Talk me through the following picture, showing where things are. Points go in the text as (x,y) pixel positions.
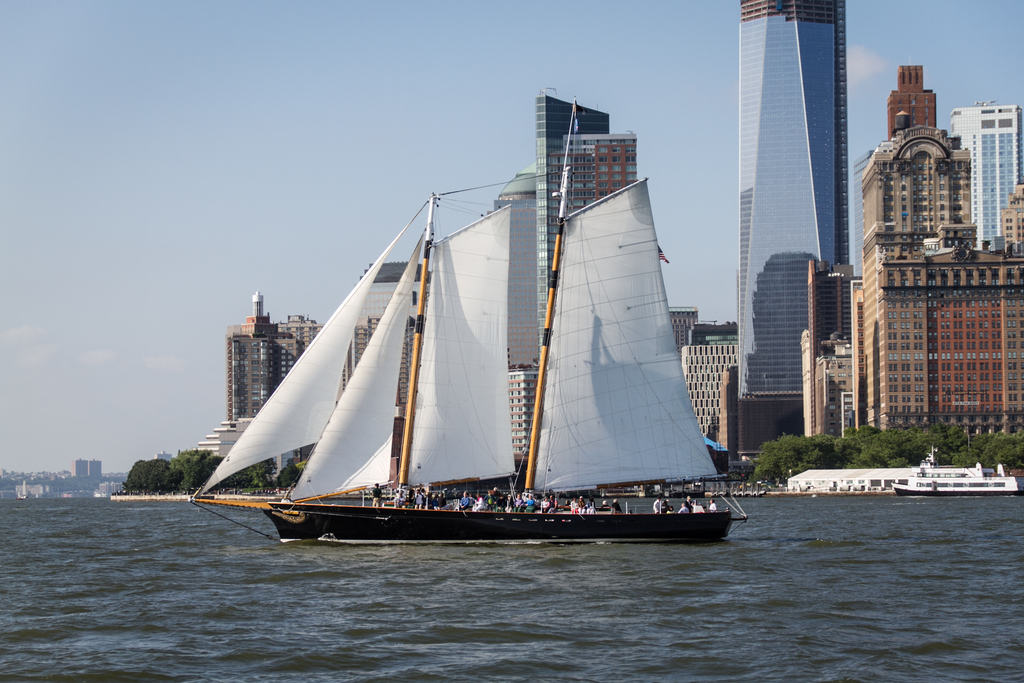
Above this water (548,566) there are boats (647,482). Background (1011,420) there are buildings (1003,432) and trees (207,465). In this boat's (508,525) there are people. To these buildings (806,333) there are windows (920,375). Sky (721,193) is in blue color.
